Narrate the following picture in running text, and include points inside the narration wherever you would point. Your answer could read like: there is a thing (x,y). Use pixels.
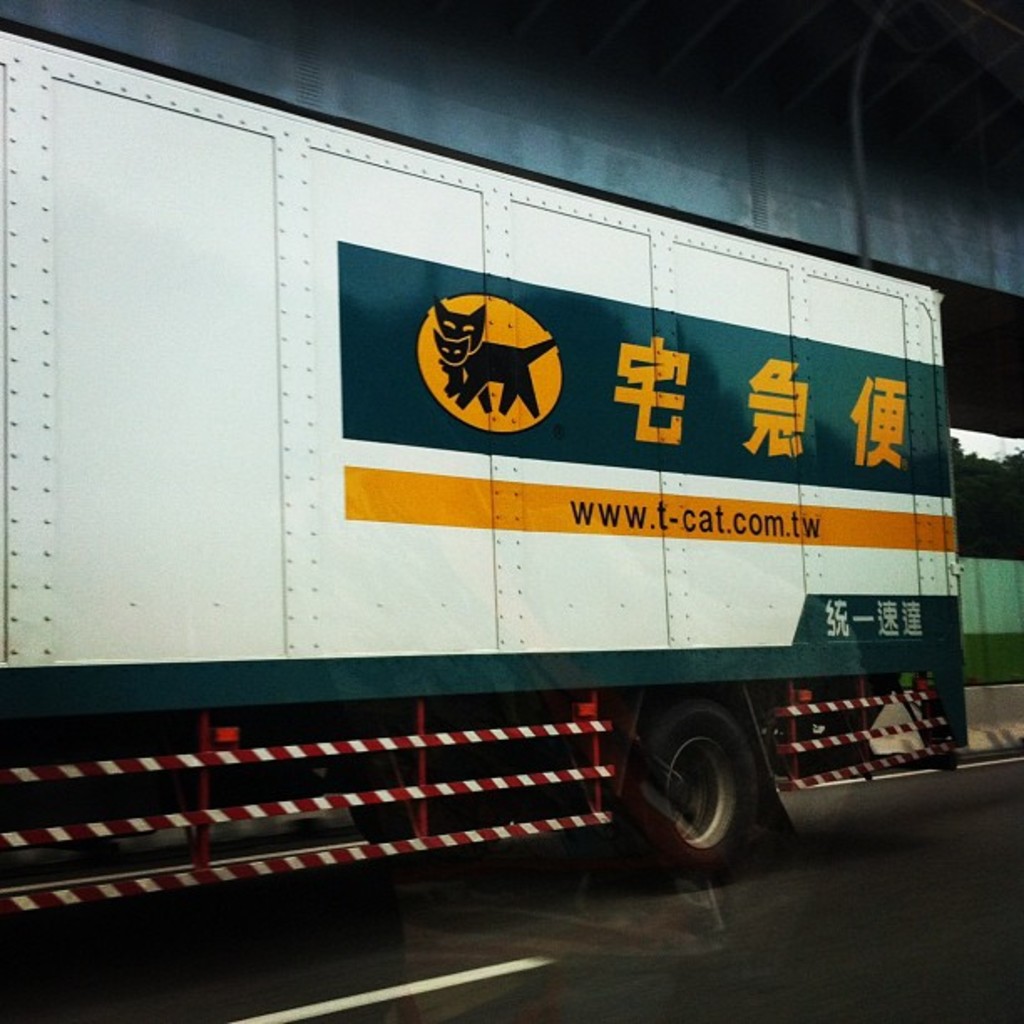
In this picture there is a truck (623,339) in the center of the image (443,482) and there are trees (983,492) in the background area of the image (1002,543) and there is a roof (433,76) at the top side of the image (668,126).
